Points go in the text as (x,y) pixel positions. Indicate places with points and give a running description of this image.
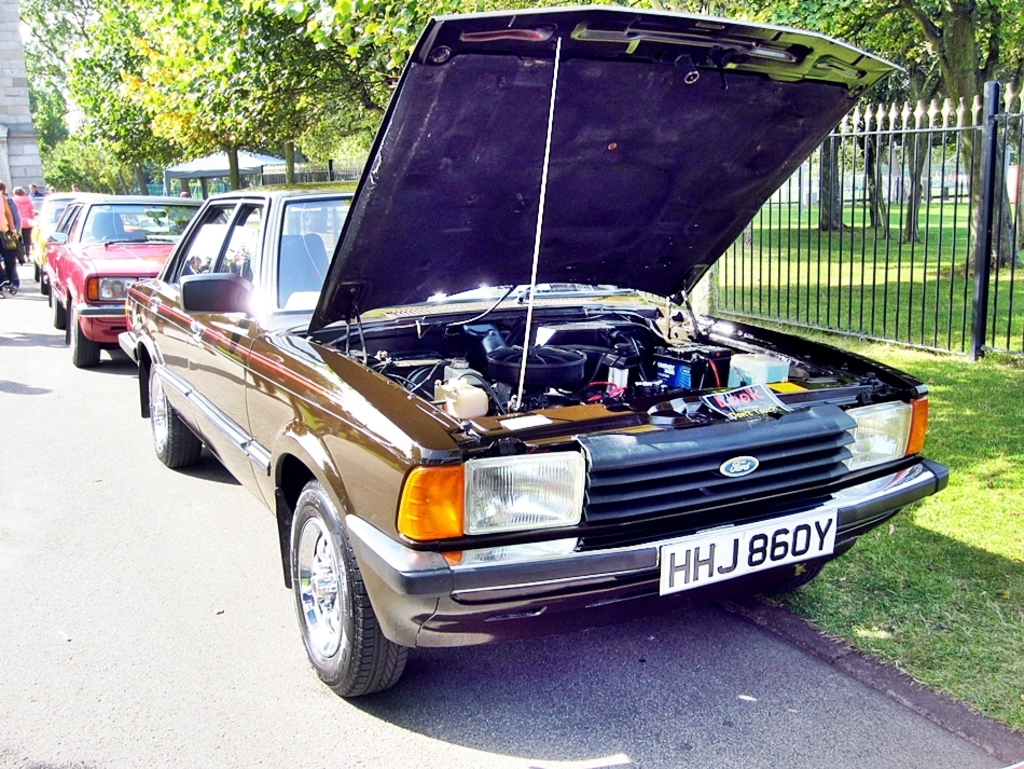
In this picture there are vehicles (238,325) on the road (656,656). On the left side of the image (5,280) there are group of people (12,263) walking on the road (33,609). At the back (17,167) there is a building (23,182) and there is a tent (198,160). On the right side of the image (827,301) there is a railing (993,272) and there are trees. At the bottom (776,653) there is grass (923,661) and there is a road (457,689).
